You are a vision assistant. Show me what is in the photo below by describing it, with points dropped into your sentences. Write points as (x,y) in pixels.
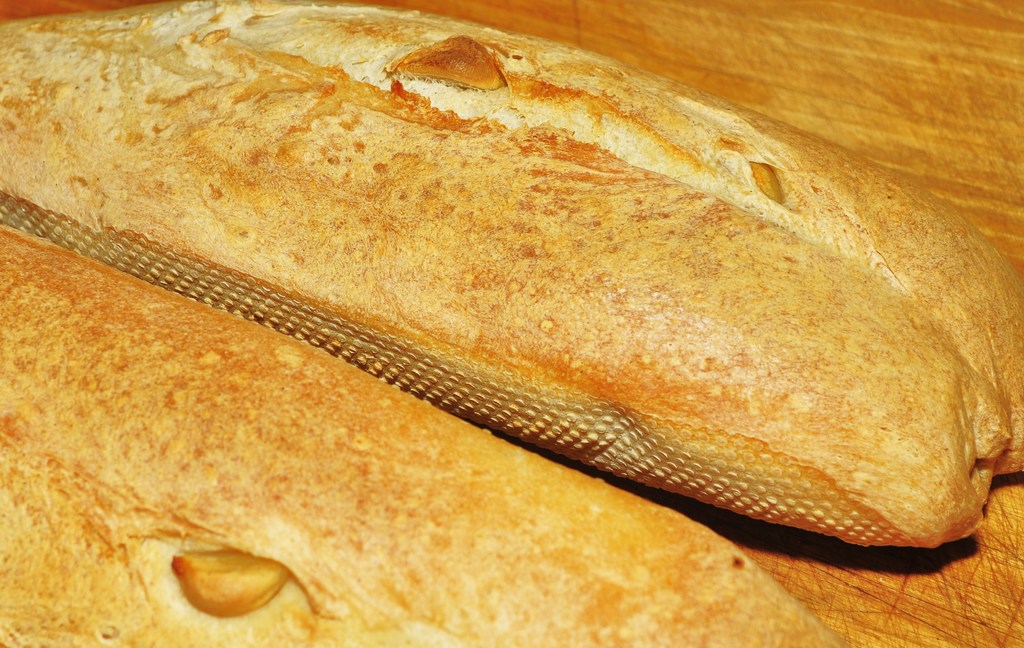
In this picture we can observe two sourdoughs (287,367) placed on the table (898,78). These are in cream color.
